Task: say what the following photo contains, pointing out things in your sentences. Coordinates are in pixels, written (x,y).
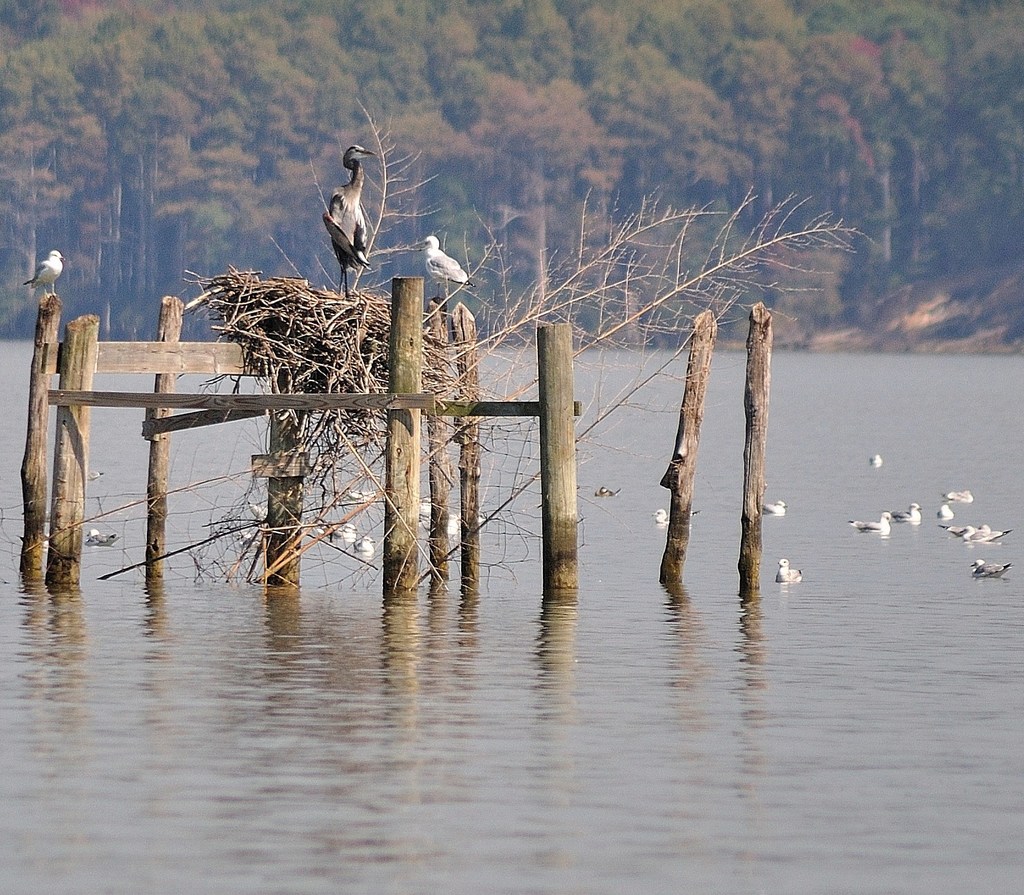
In this image I can see many birds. I can see few birds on the wooden poles (413,390) and the nest (311,367) and few birds (791,576) are in the water (597,729). In the background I can see many trees (291,139).
